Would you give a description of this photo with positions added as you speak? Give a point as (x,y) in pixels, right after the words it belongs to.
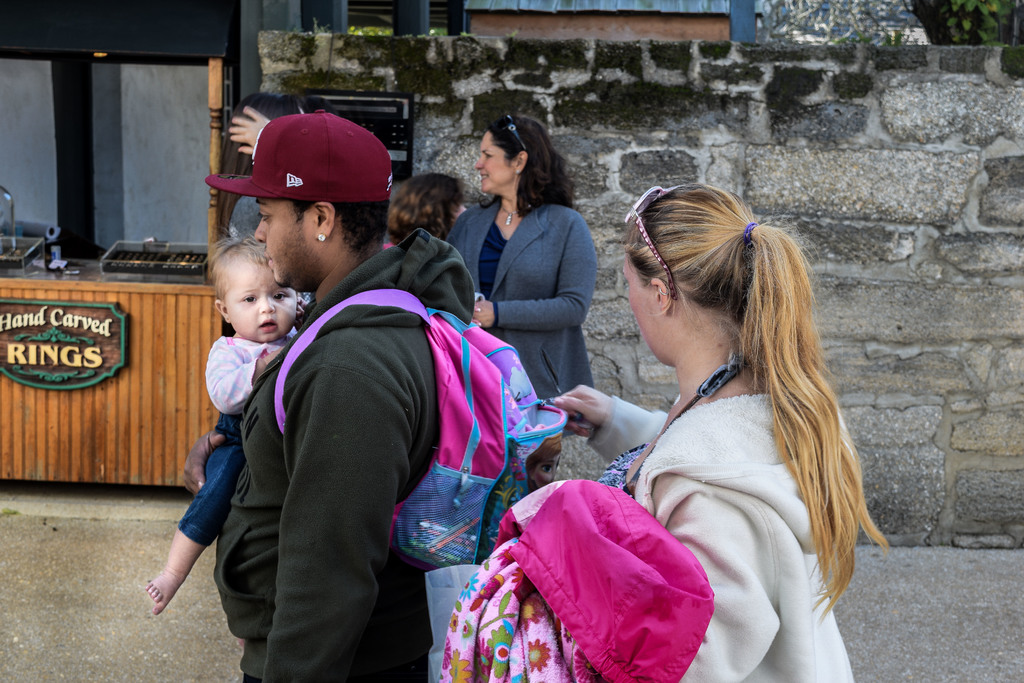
In this image, we can see people (640,309) wearing coats (531,281) and are wearing glasses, one of them is wearing a bag (426,312) and a cap (272,179) and holding a baby (242,350) and the other is holding a coat (554,592) in her hand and in the background (159,74), there is a wall (177,73) and we can see some trees (937,23) and a table (141,257) and some other objects (146,243).
